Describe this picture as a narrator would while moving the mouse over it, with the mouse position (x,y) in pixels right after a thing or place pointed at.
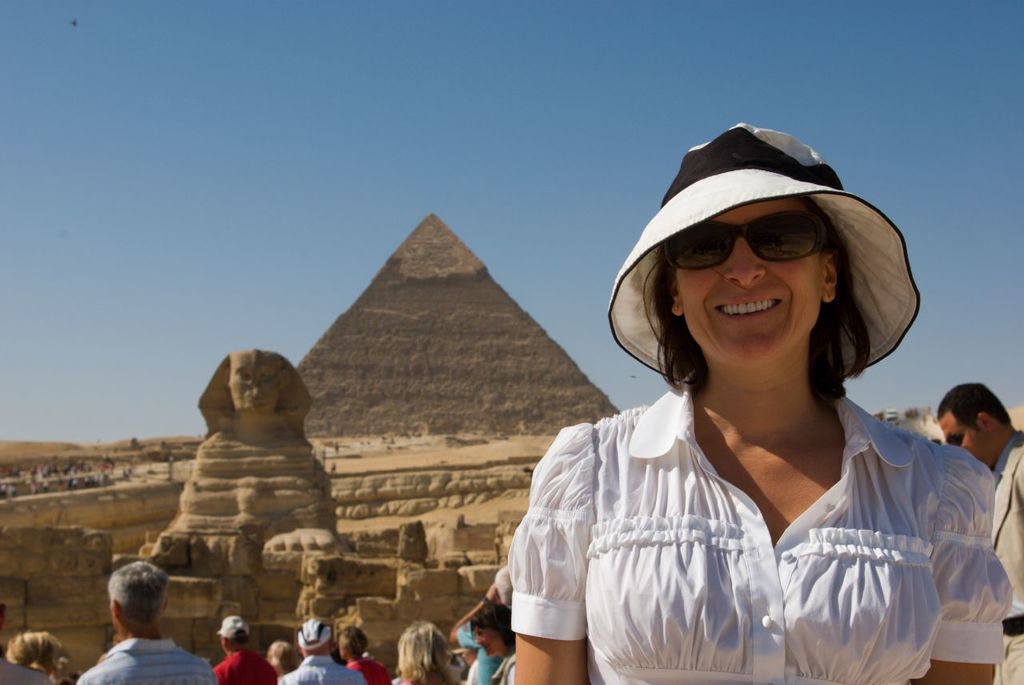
In the background (319,61) we can see the sky (983,149), pyramid (454,326), sculpture (232,501), wall (371,576). We can see the people (1002,486). We can see a woman (810,302) is wearing goggles (789,255) and hat (849,216). she is smiling.
